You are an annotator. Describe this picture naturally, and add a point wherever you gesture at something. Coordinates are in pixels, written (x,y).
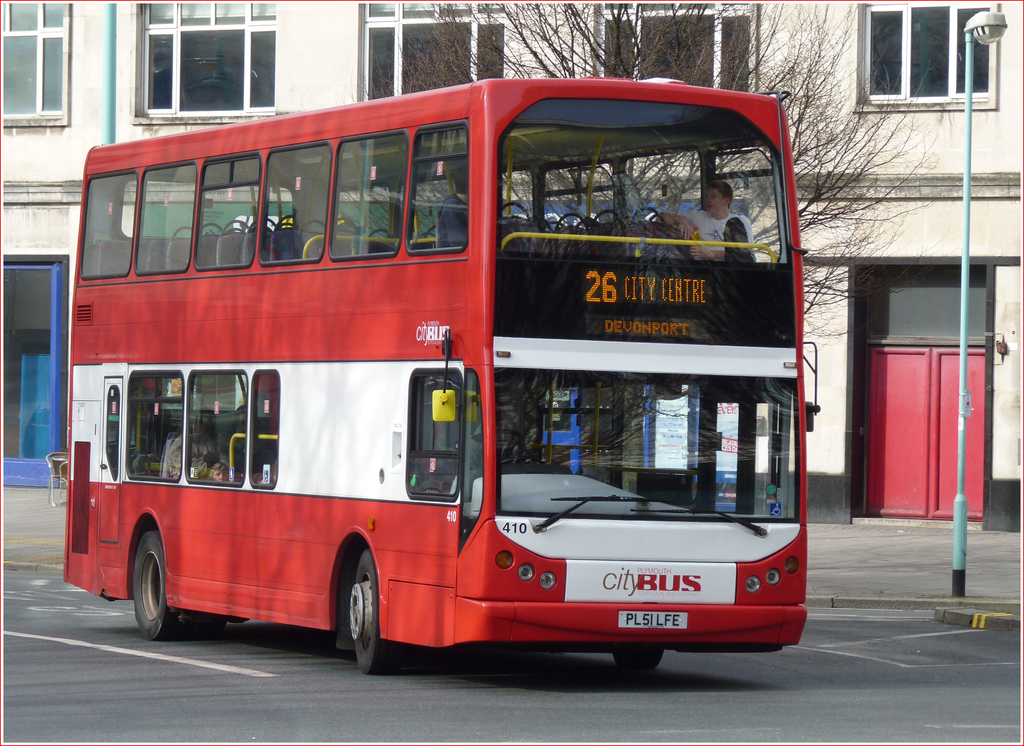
In this picture we can see a bus (207,411) on the road (28,663) with some people (215,478) in it, pole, street lamp (969,163), tree (611,32) and in the background (959,63) we can see a building (882,112) with windows (734,43), doors (904,362).
